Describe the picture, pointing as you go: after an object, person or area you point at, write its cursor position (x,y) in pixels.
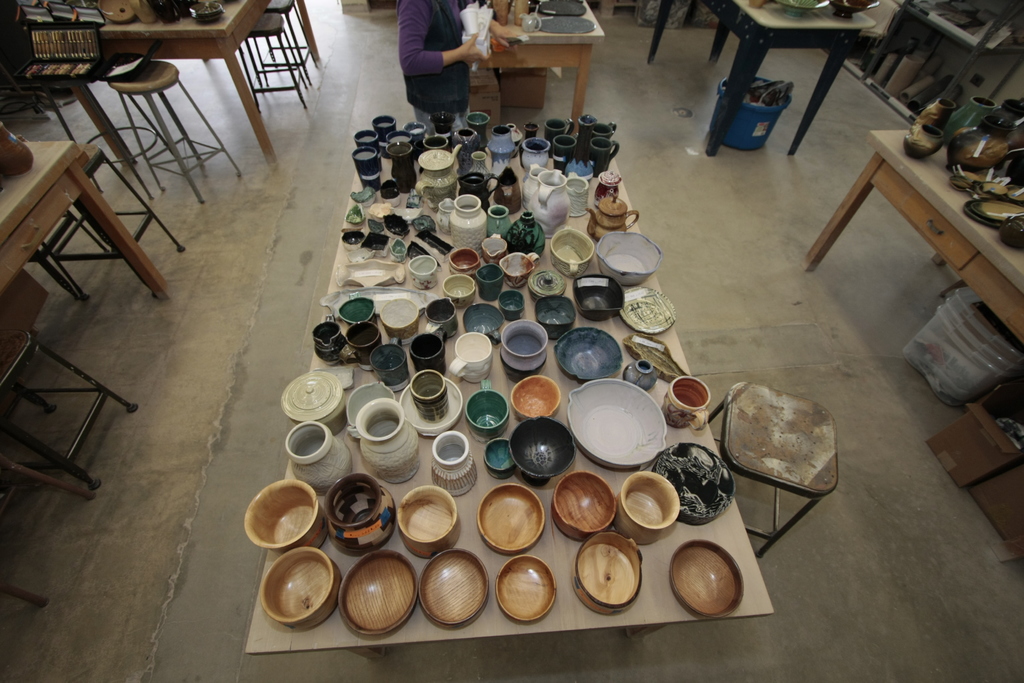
In this picture there is a person (423,96) standing and holding objects (501,49) and we can see kettles (431,202), jars (1016,229), bowls (519,507), cups (498,418) and objects (488,384) on tables (448,372). We can see chairs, boxes (980,498), floor (948,497) and objects (514,134).
